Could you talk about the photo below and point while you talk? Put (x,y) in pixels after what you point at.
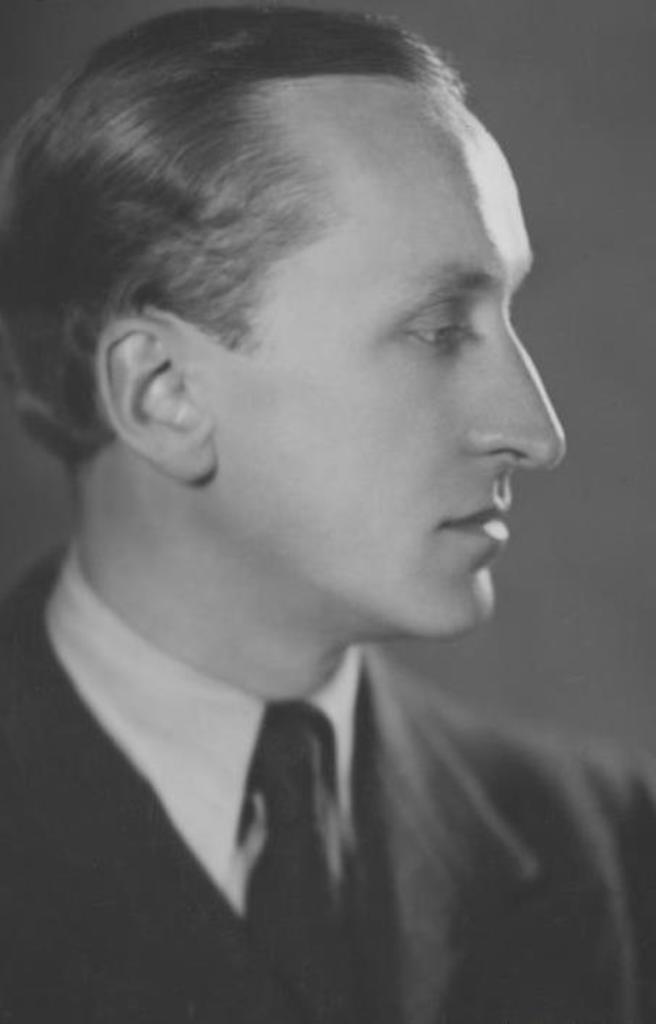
This is a black and white image. In this there is a person (214,597) wearing a coat (128,777) and tie (263,885).
